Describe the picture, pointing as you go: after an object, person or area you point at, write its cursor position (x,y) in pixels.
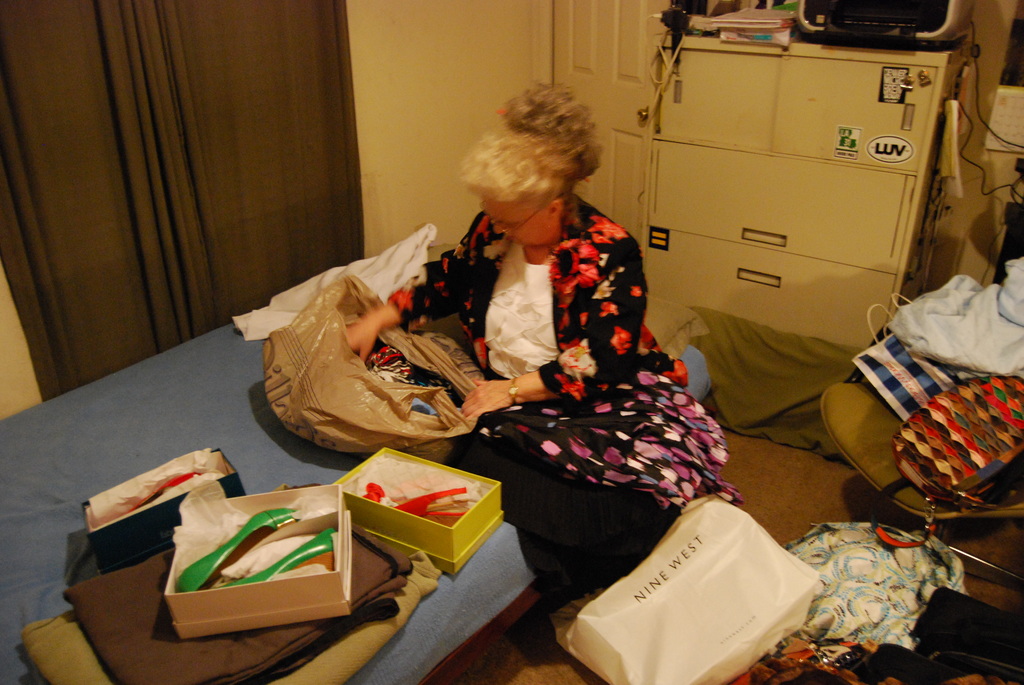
In the center of the image (587,354) we can see one woman (613,352) sitting on the bed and she is holding one plastic cover (436,423). On the bed (209,444), we can see boxes (255,606), blankets (263,659) and one plastic cover (329,393). In the boxes (170,516), we can see different color sandals (303,522). In the plastic cover (360,397), we can see the clothes (378,361). On the right side of the image (880,495), we can see one chair (916,498), one bag (963,469), paper bags (805,575), clothes (890,579) etc. In the background (539,71) there is a wall (507,14), door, curtain (89,211), calendar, cupboards (893,113), wires (978,91), books (763,22), one machine (853,34) and a few other objects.
